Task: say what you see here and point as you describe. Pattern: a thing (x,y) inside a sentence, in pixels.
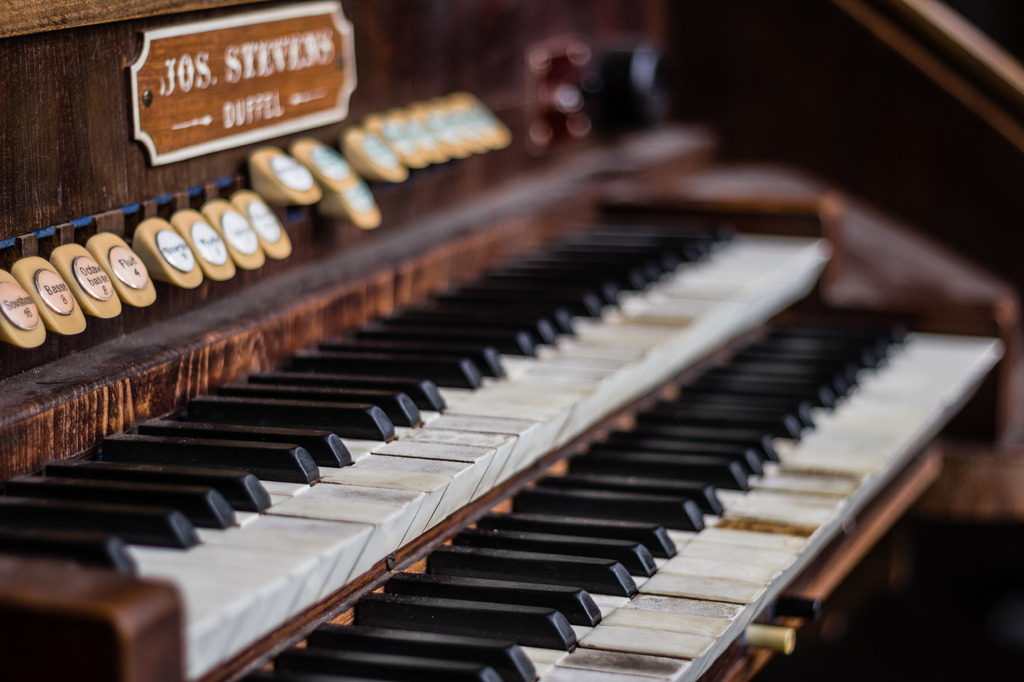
This is an organ (427,216). There are multiple buttons (278,174) and this is board (283,54). And there are black and white keys (562,427).
